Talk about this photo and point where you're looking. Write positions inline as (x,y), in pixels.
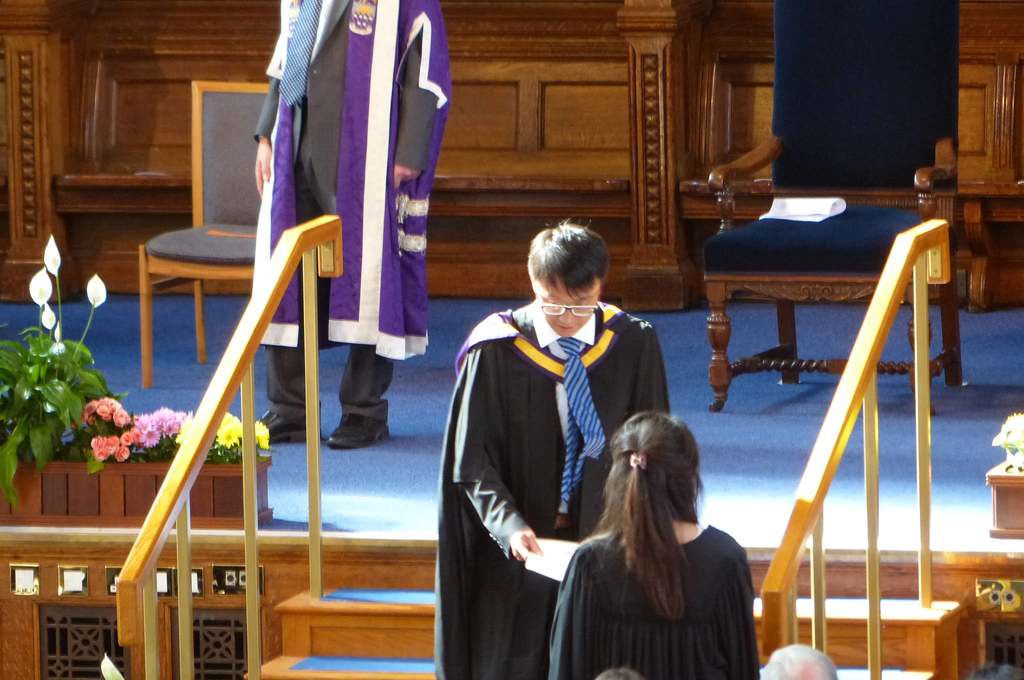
A man (348,158) is on the stage (485,298) and 2 people (564,487) are on the steps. On the stage (2,336) we can see chairs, houseplant (34,359).
